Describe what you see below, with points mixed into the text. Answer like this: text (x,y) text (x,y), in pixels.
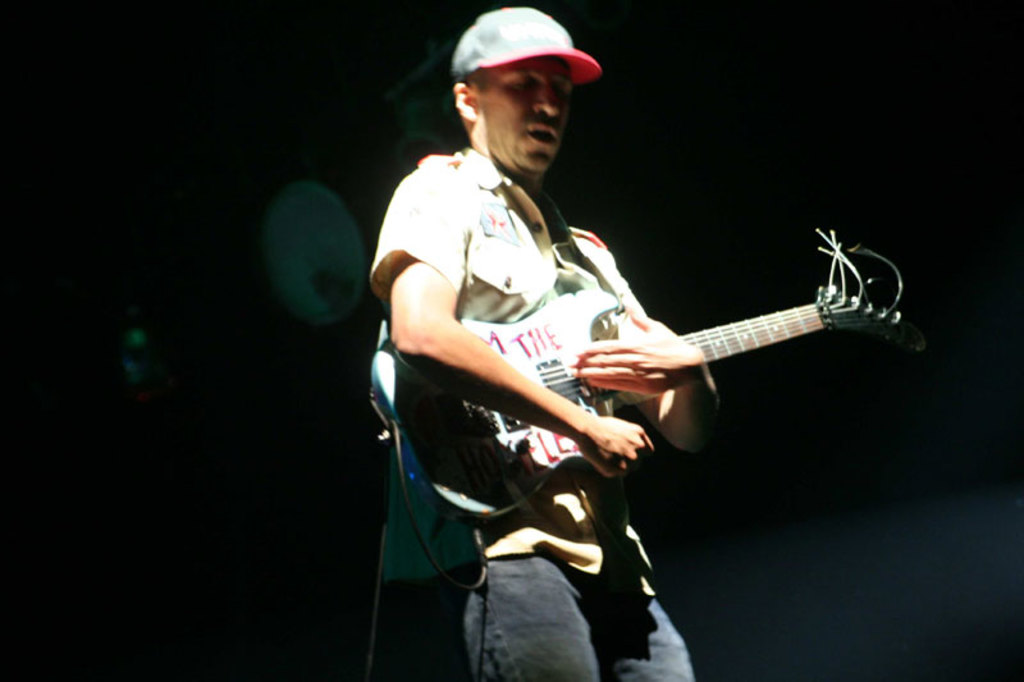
In this image we can see a person (578,286) playing a musical instrument (524,430). The background of the image (254,147) is dark.
